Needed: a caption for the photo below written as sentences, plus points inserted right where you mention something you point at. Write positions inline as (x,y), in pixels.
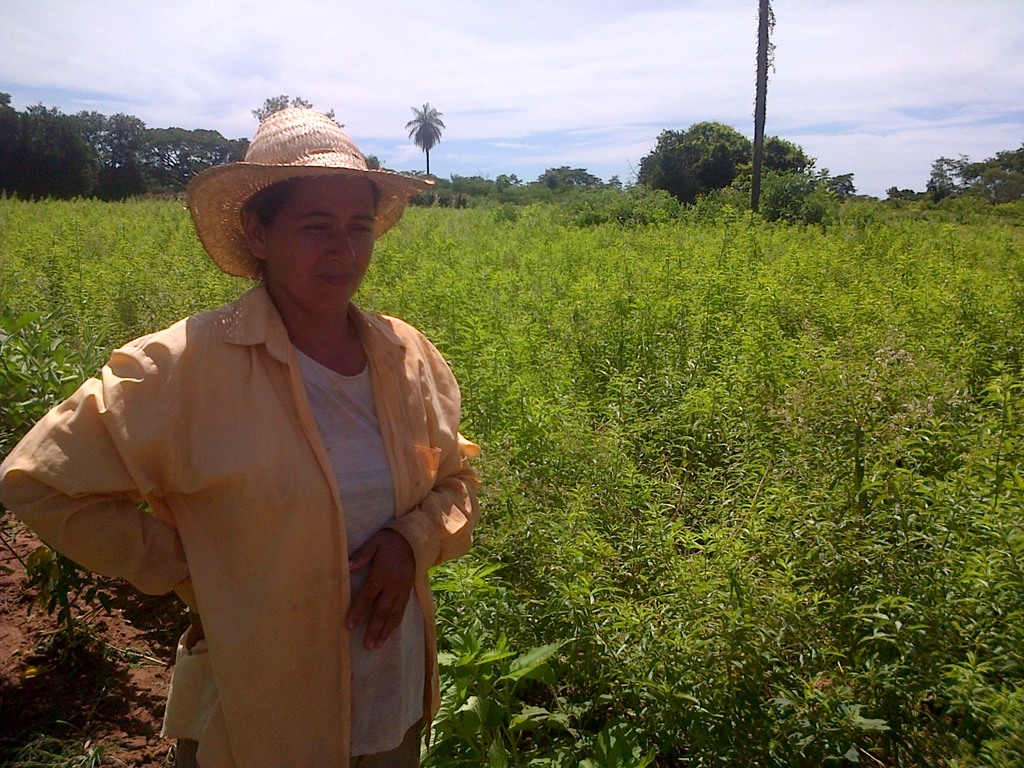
In this image we can see a woman (408,470) wearing a hat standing on the ground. We can also see a group of plants (669,438), the bark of a tree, a group of trees (681,170) and the sky (576,121) which looks cloudy.
